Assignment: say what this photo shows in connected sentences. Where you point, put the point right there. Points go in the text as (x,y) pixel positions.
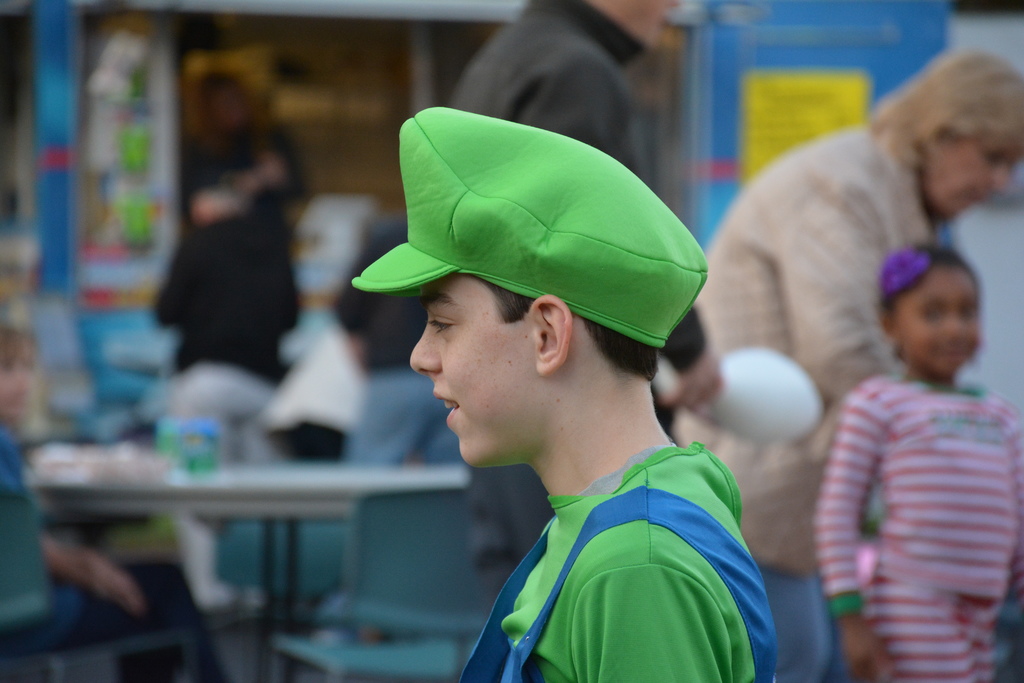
In this image, there are a few people (694,364). We can also see a person (531,255) wearing a cap (481,204). In the background (117,269), we can see the store (136,29) and a yellow colored object (786,125).
